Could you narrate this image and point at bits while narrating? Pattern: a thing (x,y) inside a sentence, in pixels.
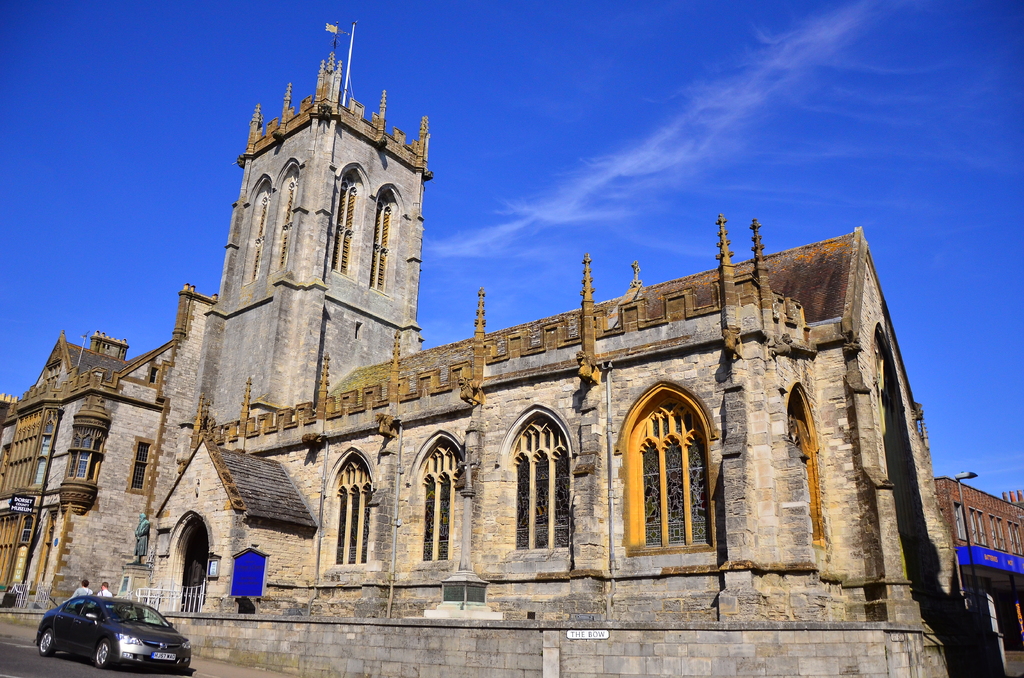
In this picture we can see few buildings (954,531), poles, hoardings (966,563) and clouds (616,191), in the bottom left hand corner (139,607) we can see a car (130,617) and few people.
